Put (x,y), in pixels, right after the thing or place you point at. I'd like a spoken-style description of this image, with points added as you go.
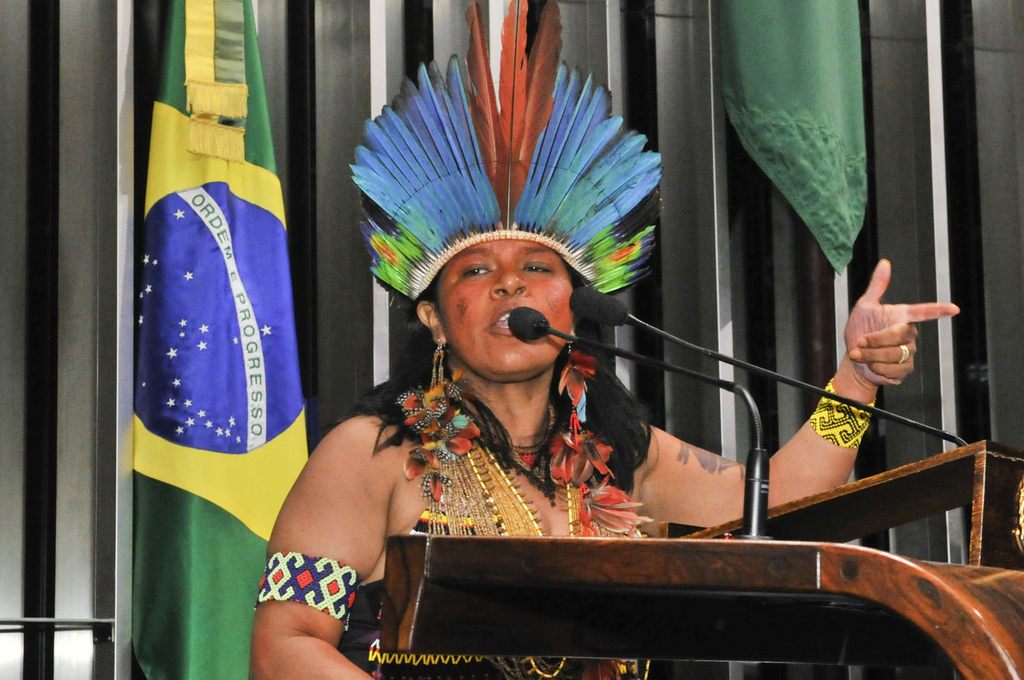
There is a lady (380,447) standing and speaking. On her head (470,253) there is a headgear (490,227) with feathers (471,217). In front of her there is a stand (668,580) with mics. In the back (216,344) there is a flag (202,305).
